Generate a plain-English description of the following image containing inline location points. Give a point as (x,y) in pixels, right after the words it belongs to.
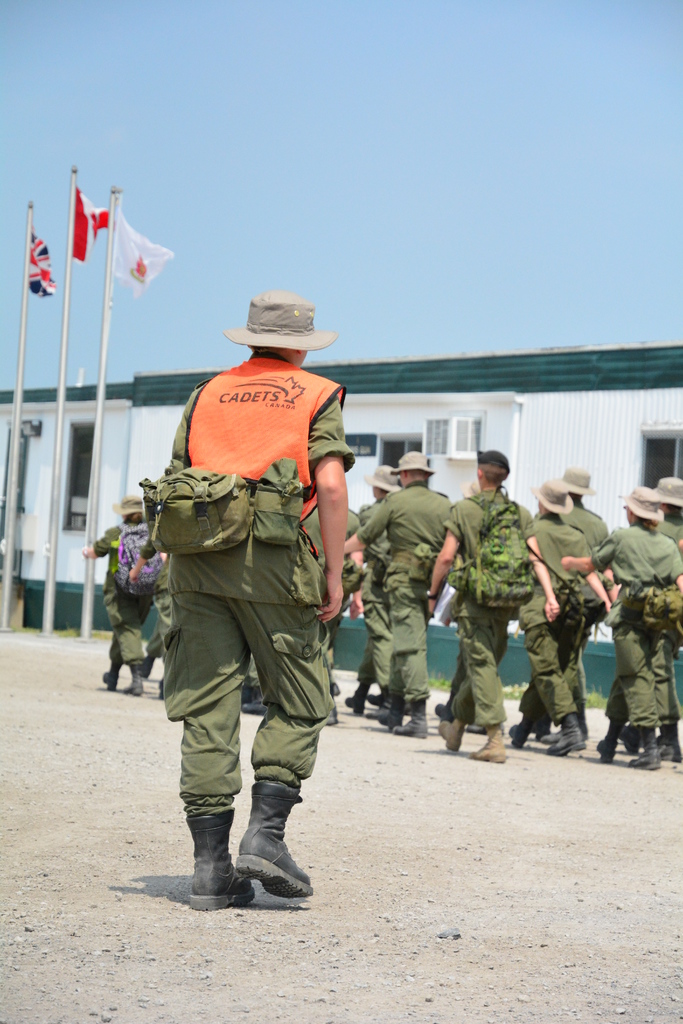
The man (202,853) in the middle of the picture (254,531) wearing uniform (219,611) is walking. In front of him, we see people (429,607) in uniform (641,541) are walking or marching. Beside them, we see a building (593,451) in white and green color. In front of them, there are three flags (86,237) which are in red, white and blue color. At the top of the picture (371,211), we see the sky (388,303).
